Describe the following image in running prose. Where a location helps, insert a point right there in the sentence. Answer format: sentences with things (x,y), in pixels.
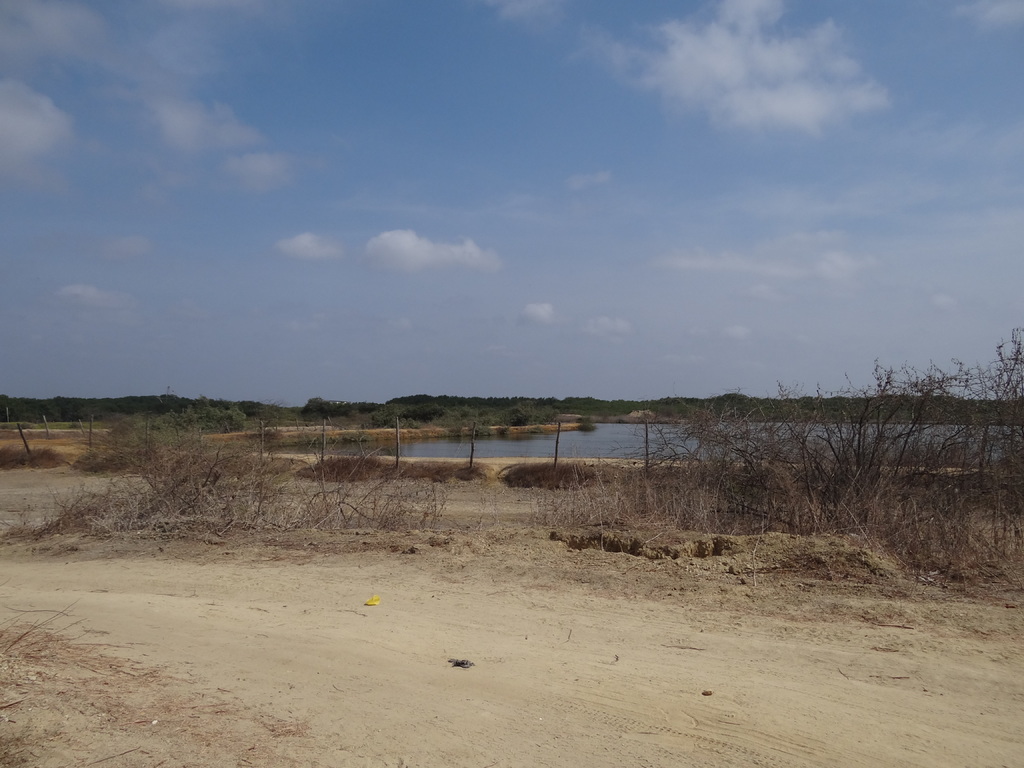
In this picture we can see plants (782,513), water (602,430), a path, trees (500,417) and the sky (431,182).
